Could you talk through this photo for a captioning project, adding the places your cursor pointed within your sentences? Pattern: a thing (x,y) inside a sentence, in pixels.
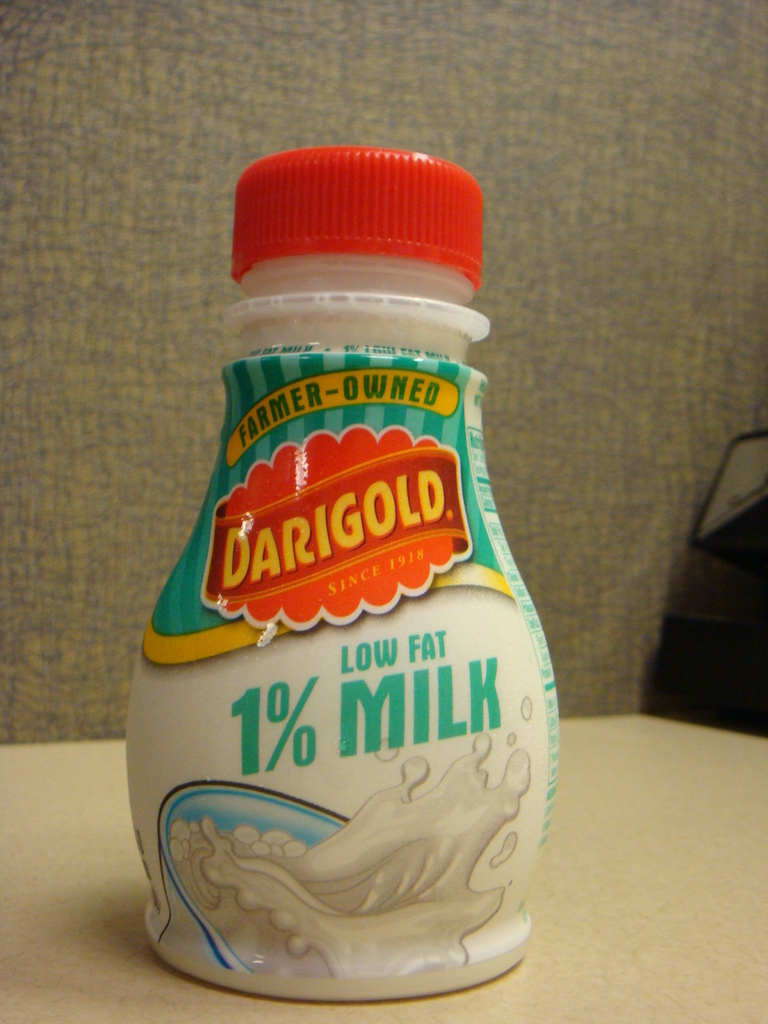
in this image I can see a bottle (372,524) with red cap (380,235) which is placed on the table (619,906). On this bottle (291,705) I can see a word (386,528) called Dari gold. And there is a image (353,850) of milk (353,850) on the bottle (372,766).
